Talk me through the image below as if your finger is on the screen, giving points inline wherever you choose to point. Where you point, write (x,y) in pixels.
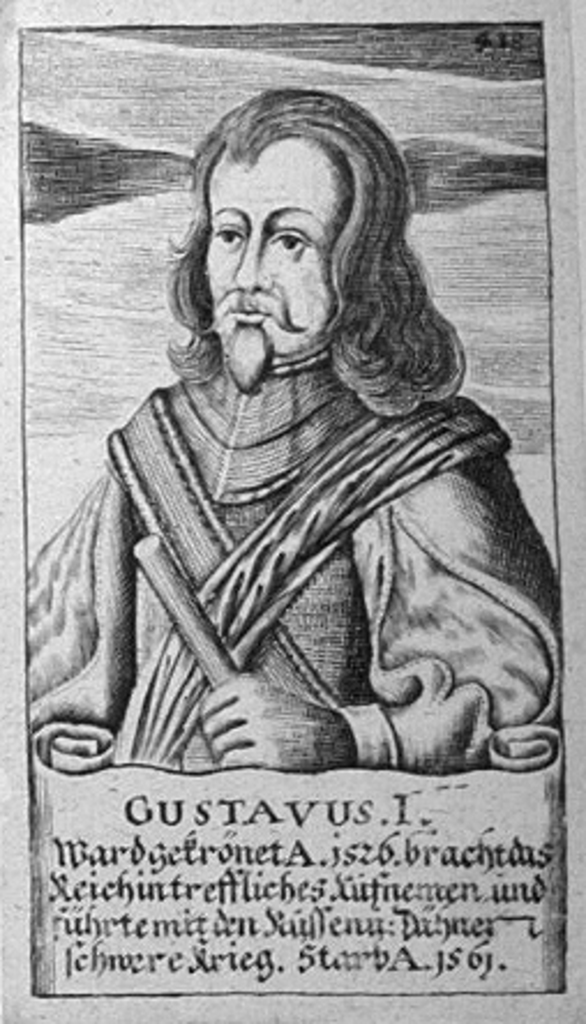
In this picture we can see the poster (280,138) of a person (189,497) holding an object (195,642) in his hand (244,719). At the bottom (301,896) there is something written.
